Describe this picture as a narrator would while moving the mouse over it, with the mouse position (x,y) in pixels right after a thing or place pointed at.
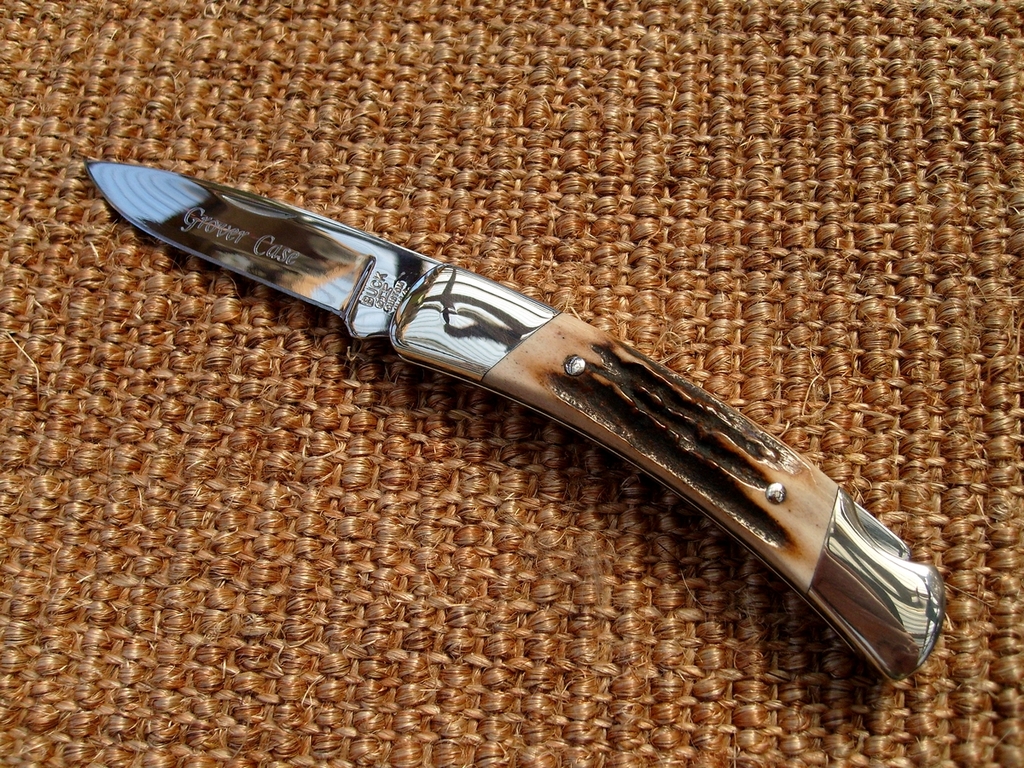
In this image we can see a knife (372,260) on an object (611,161).
